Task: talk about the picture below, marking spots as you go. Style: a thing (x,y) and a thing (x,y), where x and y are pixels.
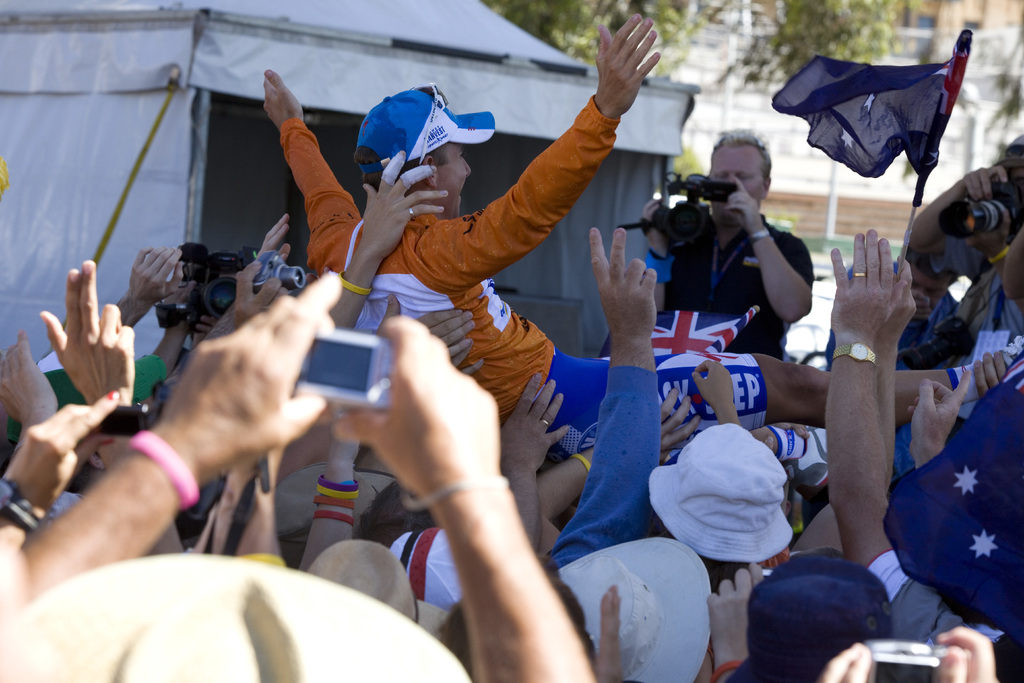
In this picture I see number of people (425,279) in front (246,377) in which few of them are holding electronic devices (698,206) in their hands (267,311). In the background (17,233) I see a tent (245,219) on the left side of this image (153,153) and I see the trees (569,20).
